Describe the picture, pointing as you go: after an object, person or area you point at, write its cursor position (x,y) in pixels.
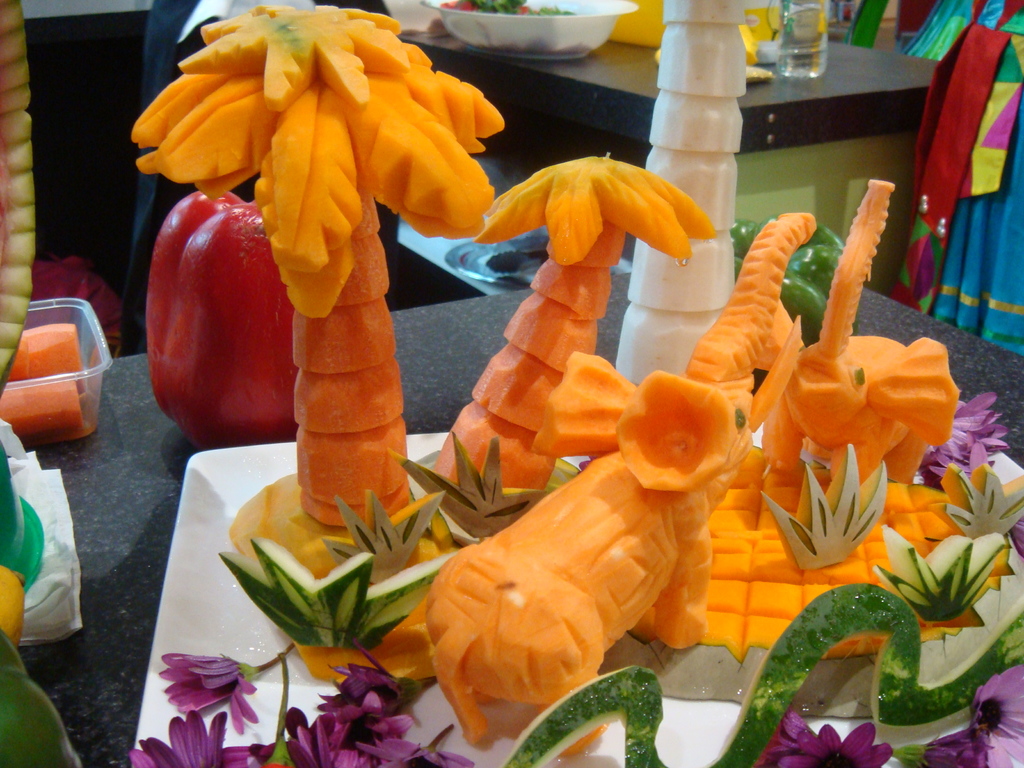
In this image I can see white colour plate (220,481) and in it I can see orange colour fruit art (501,377). I can also see few purple colour flowers (199,695) and in background (233,282) I can see few fruits (67,328).
